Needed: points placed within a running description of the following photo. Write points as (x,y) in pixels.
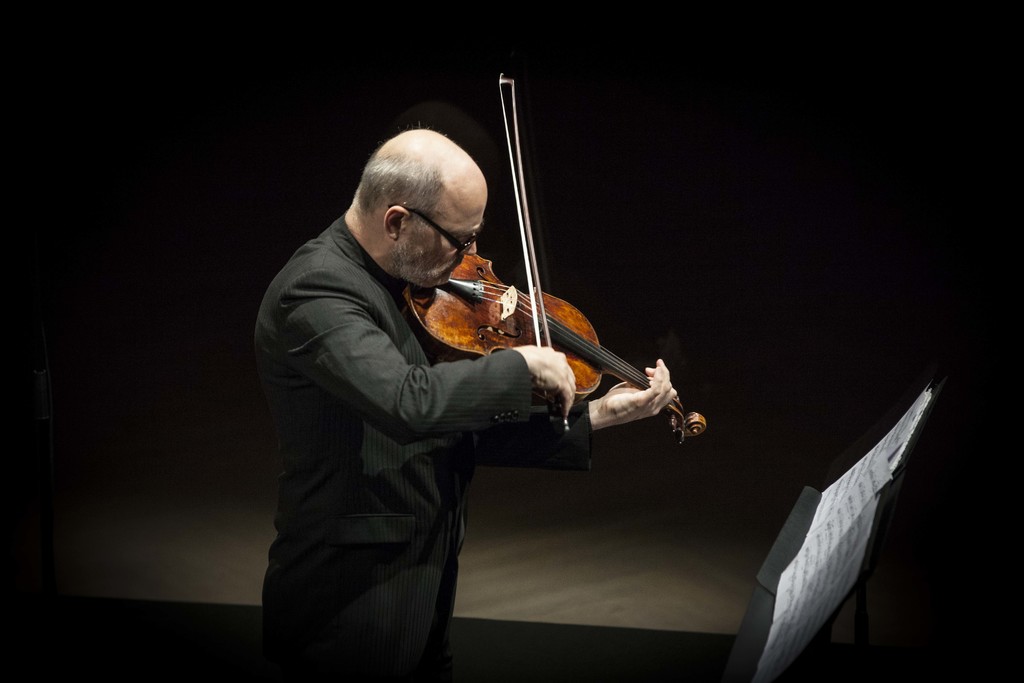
In this picture there is a man (402,347) wearing a black blazer (457,552) and spectacles (446,234) and he is playing a violin (559,335). In front of him there is a board (850,490) and papers (839,536) and background (170,511) is dark.
